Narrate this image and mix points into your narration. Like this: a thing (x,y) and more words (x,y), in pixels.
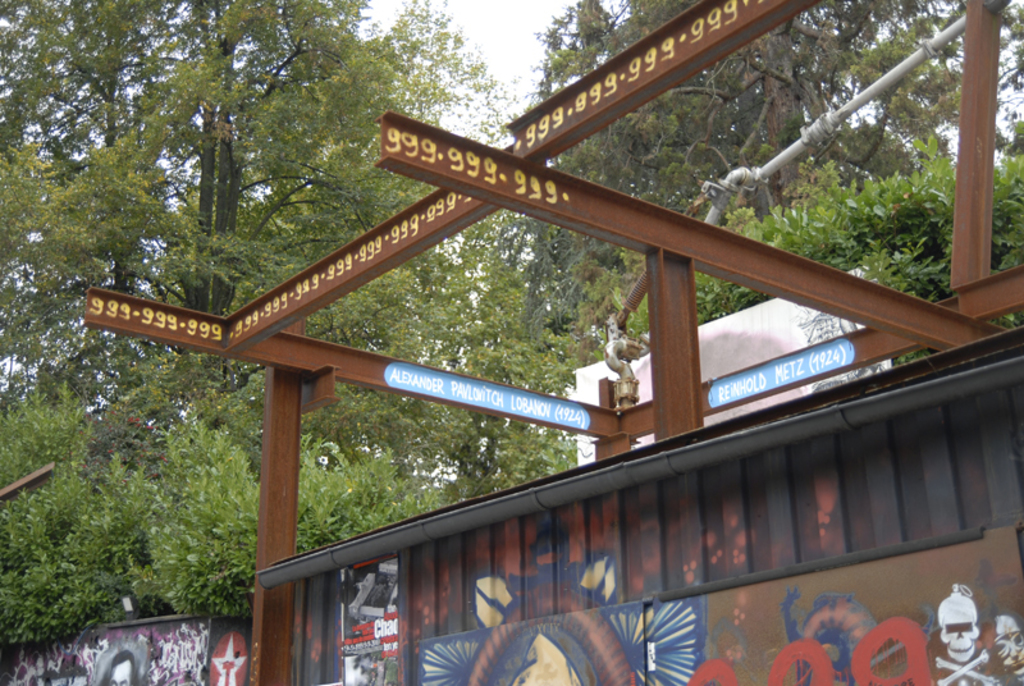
In this picture I can see the steel rods (879,81) which is placed near to the wall (186,676). At the bottom (1003,589) I can see the painting (174,658) on the wall (708,678). At the top (557,14) there is a sky (494,20). In the background (487,341) I can see many trees (39,354).
